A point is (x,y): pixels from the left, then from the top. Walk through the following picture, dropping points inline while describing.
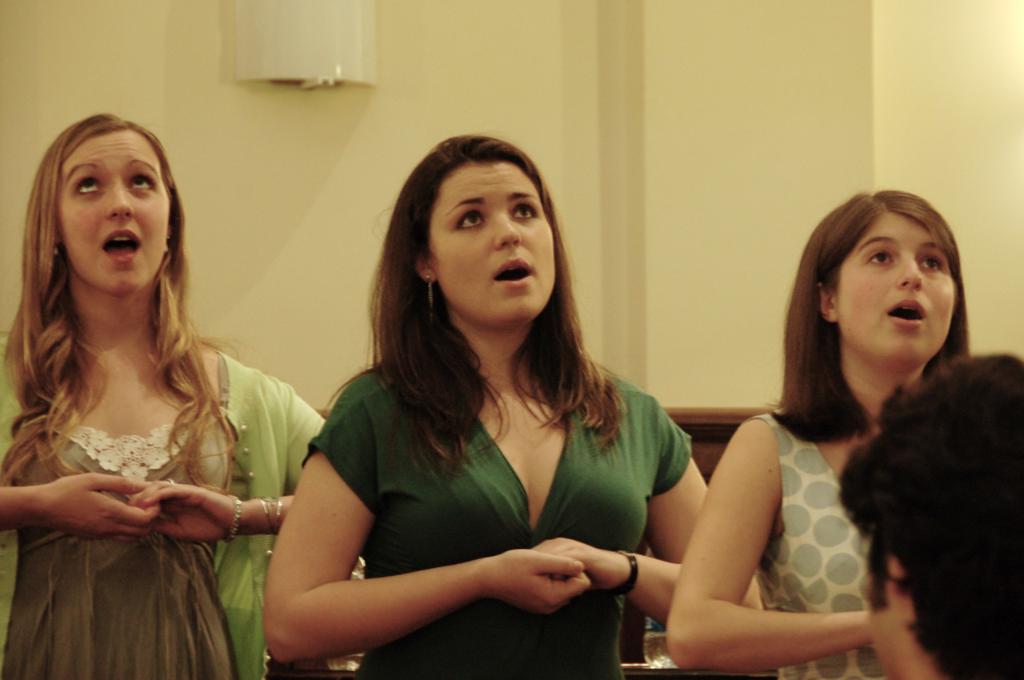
In this image we can see a group of woman (429,338) standing. On the backside (330,43) we can see an object (328,24) on a wall (298,215). On the right side (1012,389) we can see the head (855,484) of a person (954,496).
